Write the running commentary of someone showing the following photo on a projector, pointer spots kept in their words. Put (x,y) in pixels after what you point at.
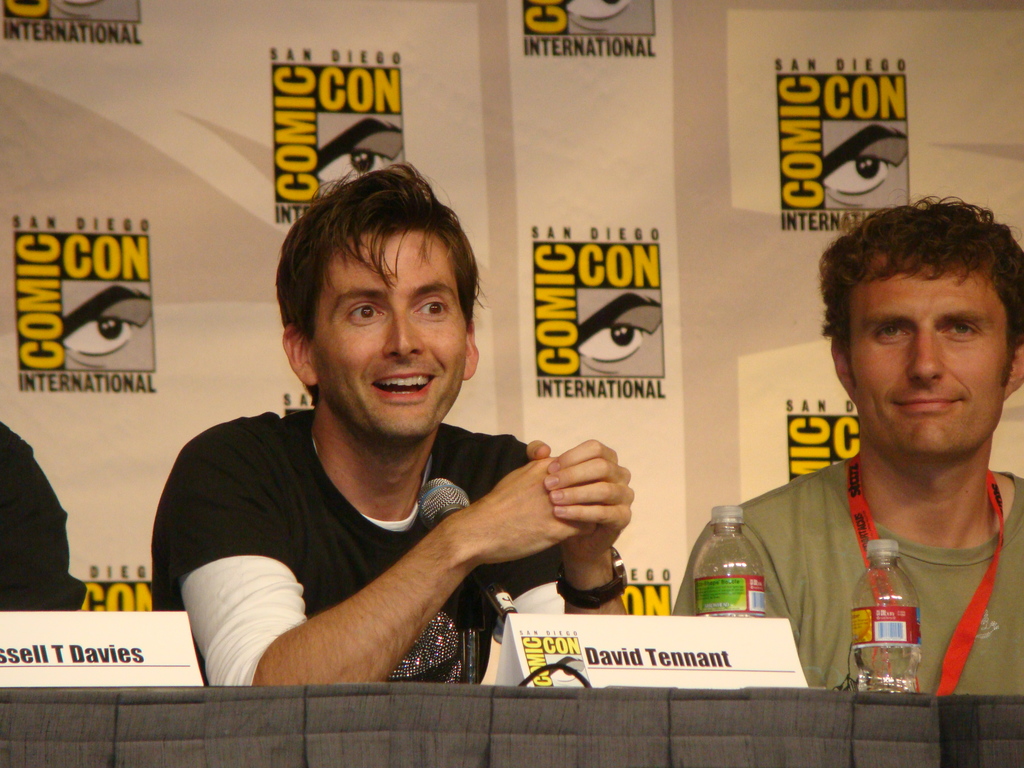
In this image we can see two persons (886,450) smiling. On the left (41,534) there is another person (41,515). We can also see the name boards (639,653), water bottles (874,652) on the table (610,697). In the background (662,158) we can see the banner (264,236) with image (111,333) and also the text (308,75).
